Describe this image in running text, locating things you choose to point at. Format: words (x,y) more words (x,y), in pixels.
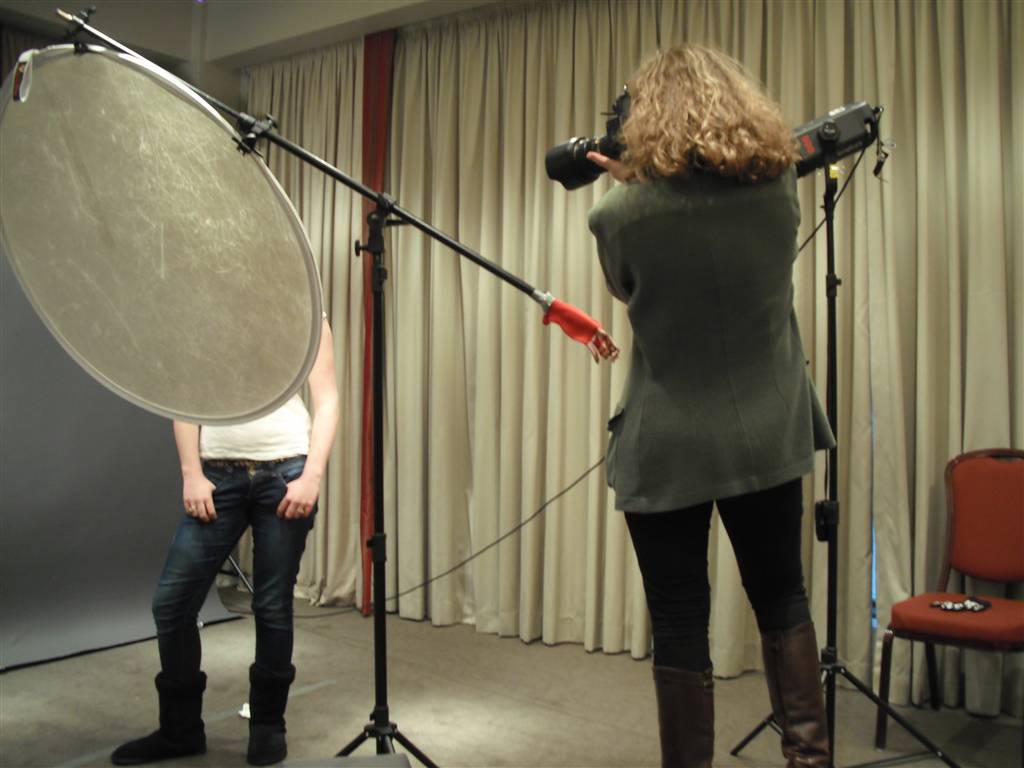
in the picture there are two persons (681,257) one person (662,218) holding a camera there are two stands (828,704) and a chair (1013,599) and a curtain (864,574) in the room (423,686).
